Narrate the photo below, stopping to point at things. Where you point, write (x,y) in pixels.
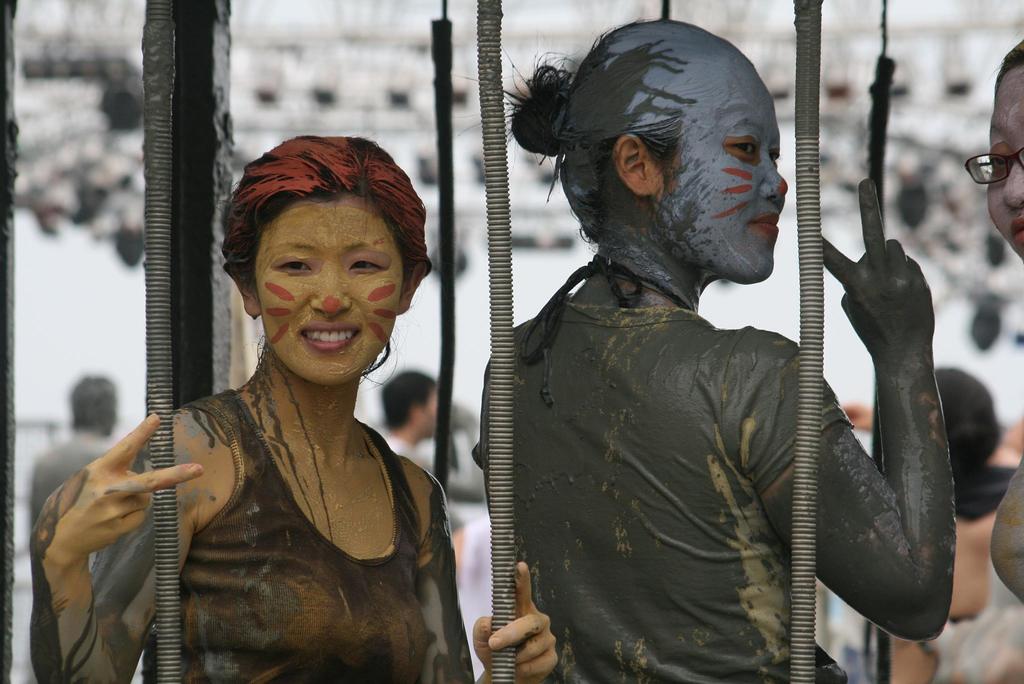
In the center of the image (619,439) we can see two people (735,481) standing. They are dressed in costumes (686,433) and we can see face painting (709,226) on their faces (709,246). In the background (391,432) there are people (420,409). At the bottom (161,658) there are pipes (804,664).
